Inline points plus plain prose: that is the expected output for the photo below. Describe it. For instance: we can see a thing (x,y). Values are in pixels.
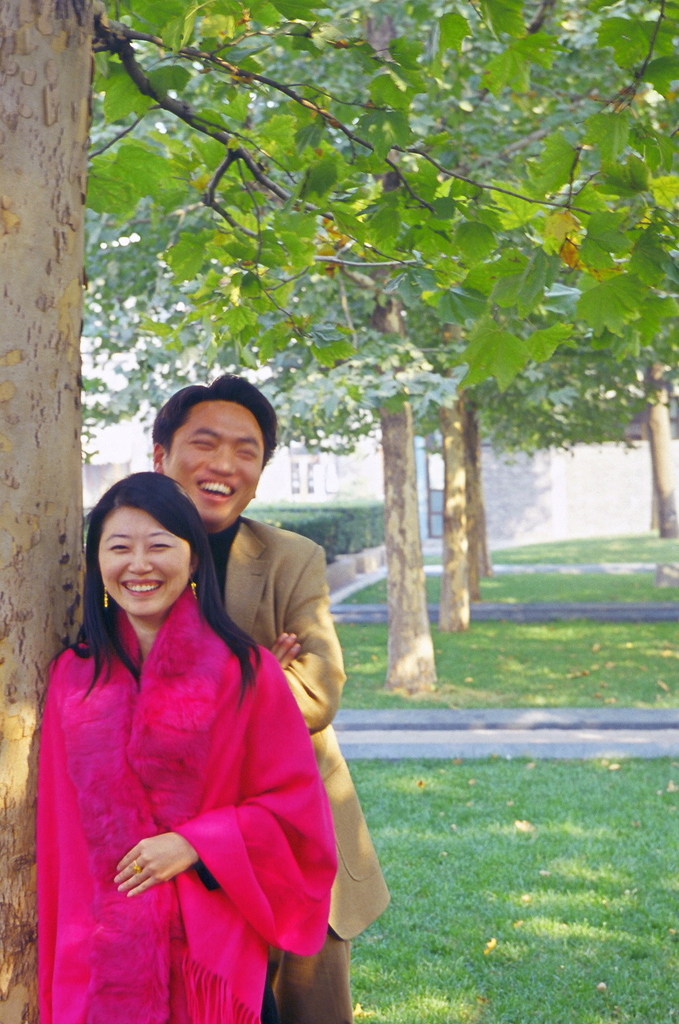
In this picture there are two persons (206,801) standing and smiling. At the back (406,432) there are trees (77,350) and there is a building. At the bottom (500,883) there is grass (586,824) and there are plants (329,545).
